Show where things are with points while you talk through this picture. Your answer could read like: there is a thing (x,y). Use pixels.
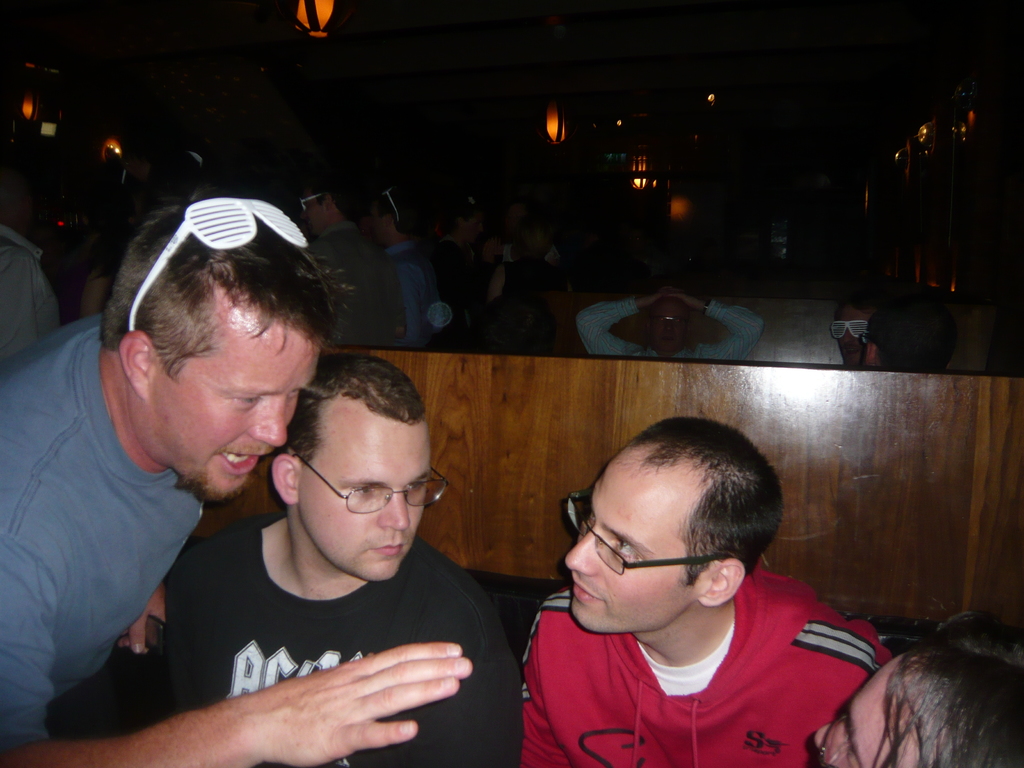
In this image I can see group of people (619,689). In front (662,721) the person (593,701) is wearing white and red color dress (678,695). In the background (639,164) I can see few lights (639,184).
